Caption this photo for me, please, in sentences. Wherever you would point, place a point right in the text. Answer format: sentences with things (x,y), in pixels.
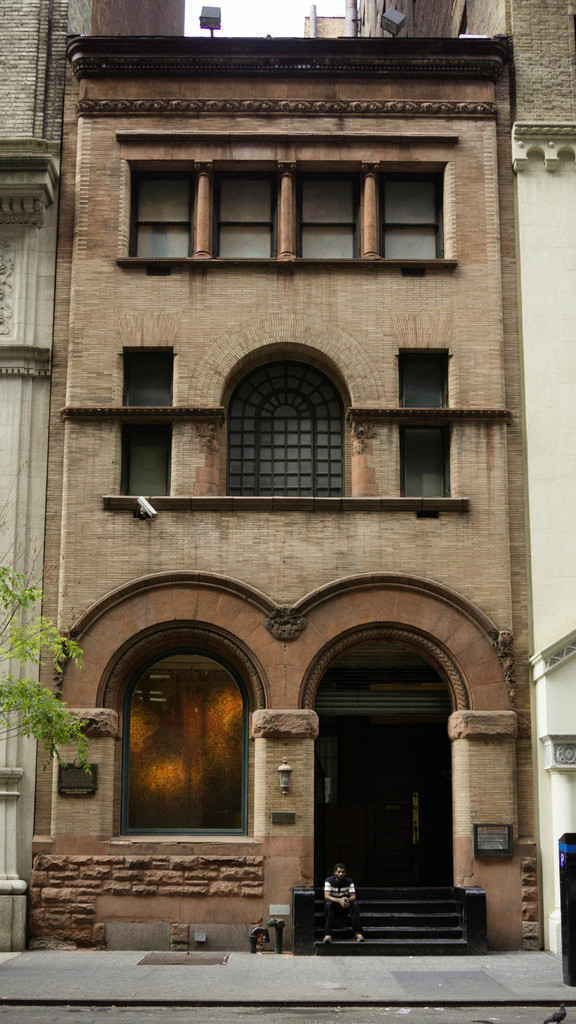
In this image we can see the building (481,556) and here we can see the glass windows (131,382). Here we can see a closed circuit television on the wall (100,567). Here we can see a man (343,908) sitting on the staircase (369,952) and he is at the bottom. Here we can see a tree (67,736) on the left side (16,641).
